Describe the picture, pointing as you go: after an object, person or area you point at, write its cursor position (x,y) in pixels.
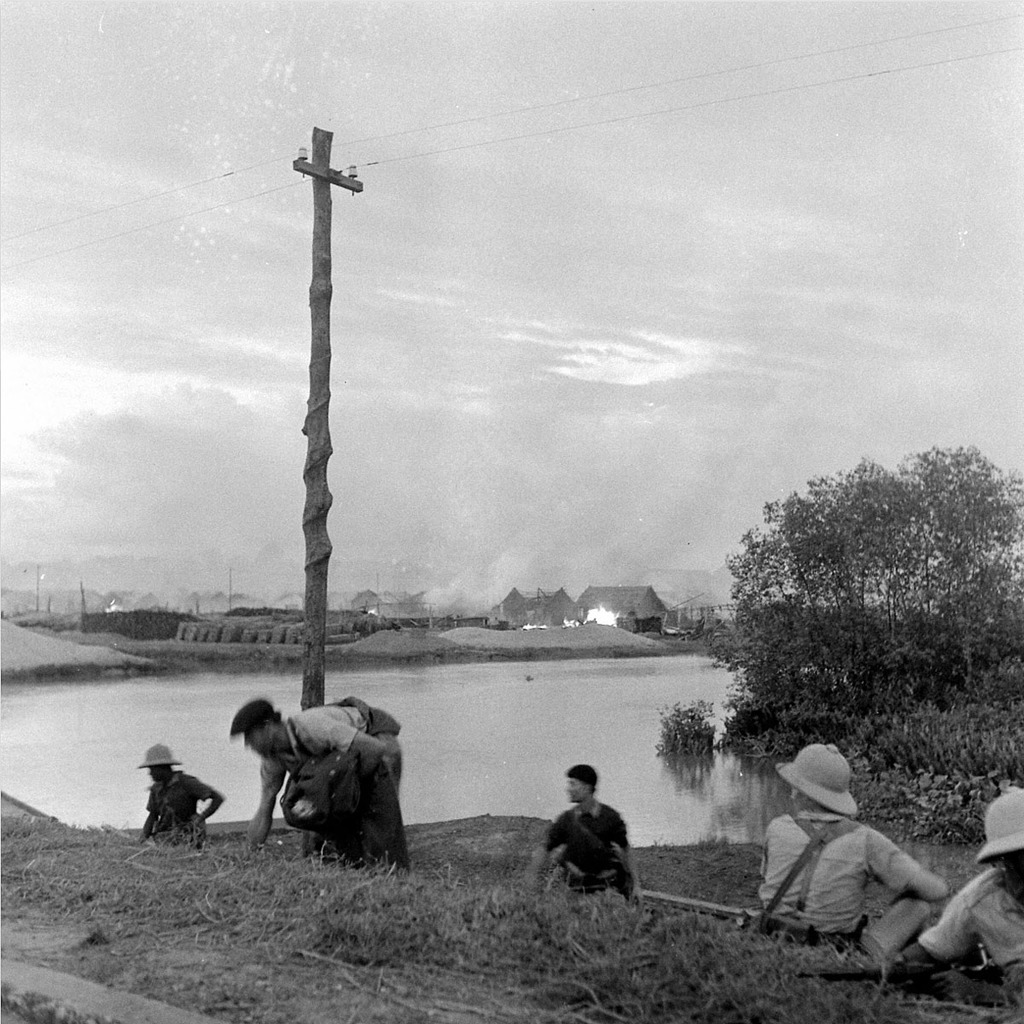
In this black and white picture there are few persons (787,842) wearing caps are on the grass land (546,885). There is a pole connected with few wires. Behind there is water (511,734). Few houses (514,599) are on the land (508,644). Right side (906,790) there are few trees (1022,651) and plants (911,746). Top of image (629,254) there is sky (524,387).
